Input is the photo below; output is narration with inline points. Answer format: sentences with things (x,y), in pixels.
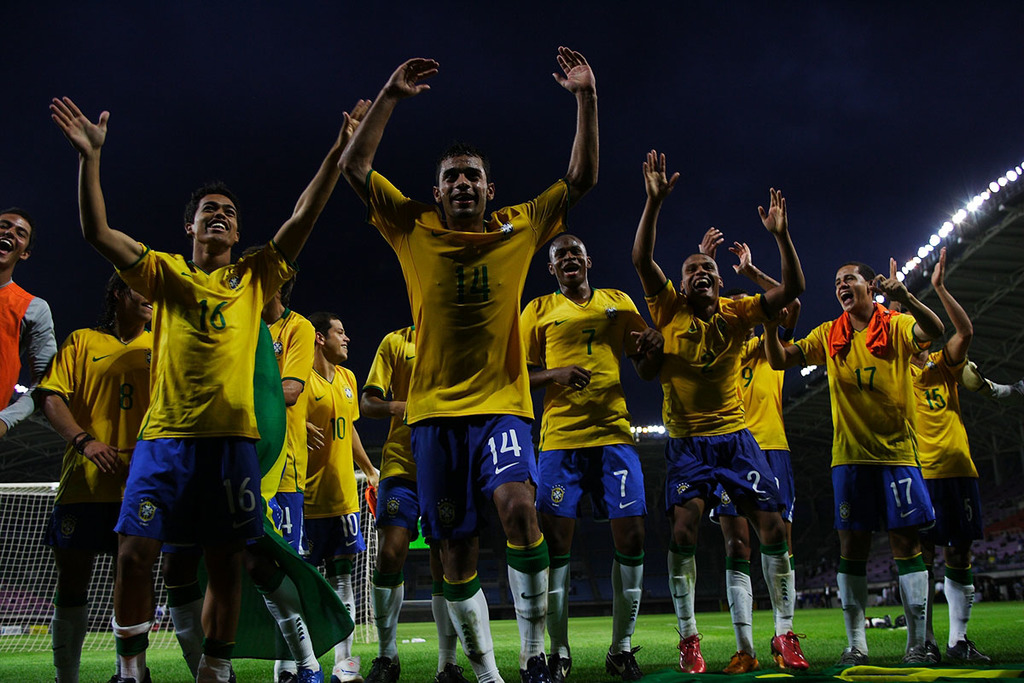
In this image I can see group of people (561,524) standing, they are wearing yellow and blue color dress (334,489). Background (22,489) I can see a net (4,598) and few lights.
